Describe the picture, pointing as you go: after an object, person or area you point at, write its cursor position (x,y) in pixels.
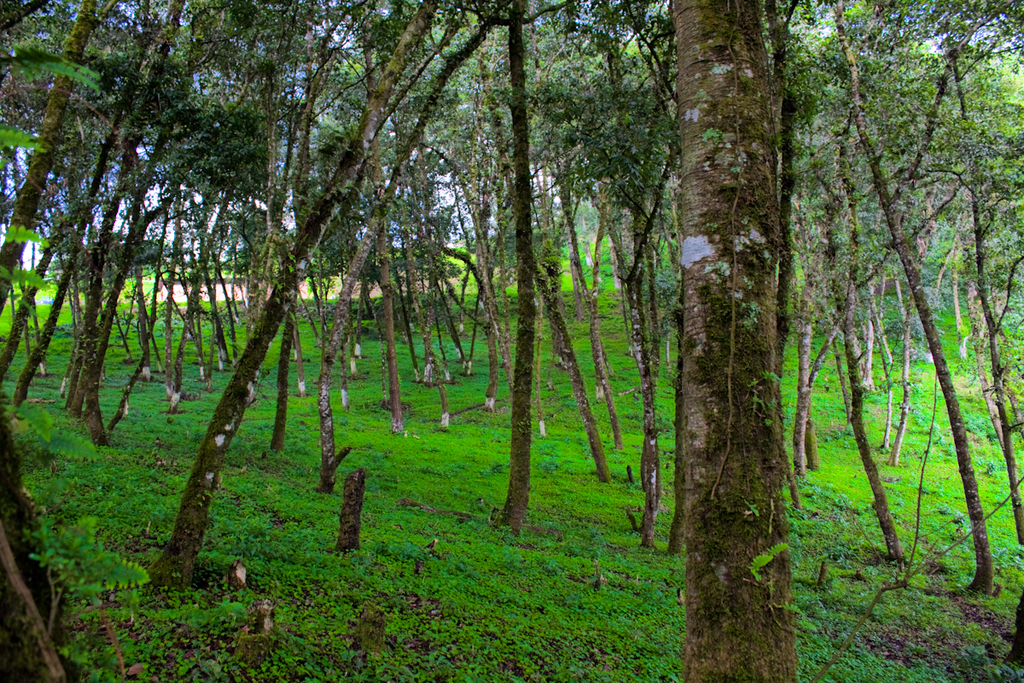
In this image we can see so many trees (496,369) on the grassy land (369,571). In the background of the image (100,217), we can see the sky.
